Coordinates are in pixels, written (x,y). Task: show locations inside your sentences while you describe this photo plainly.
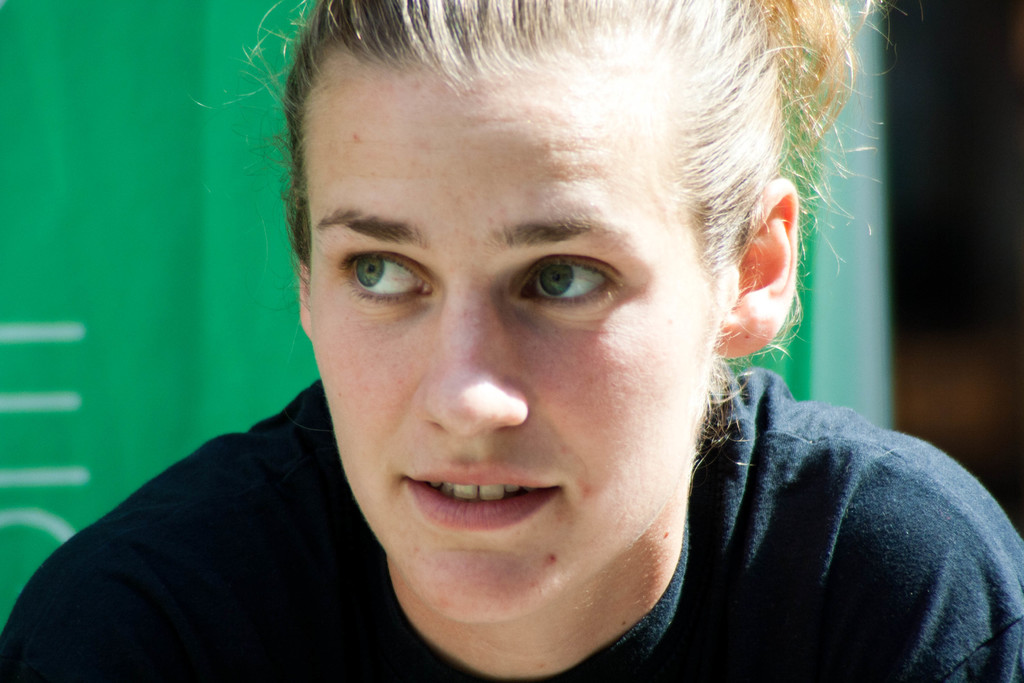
Here we can see a woman (479,239) and there is a green color background (148,39).
